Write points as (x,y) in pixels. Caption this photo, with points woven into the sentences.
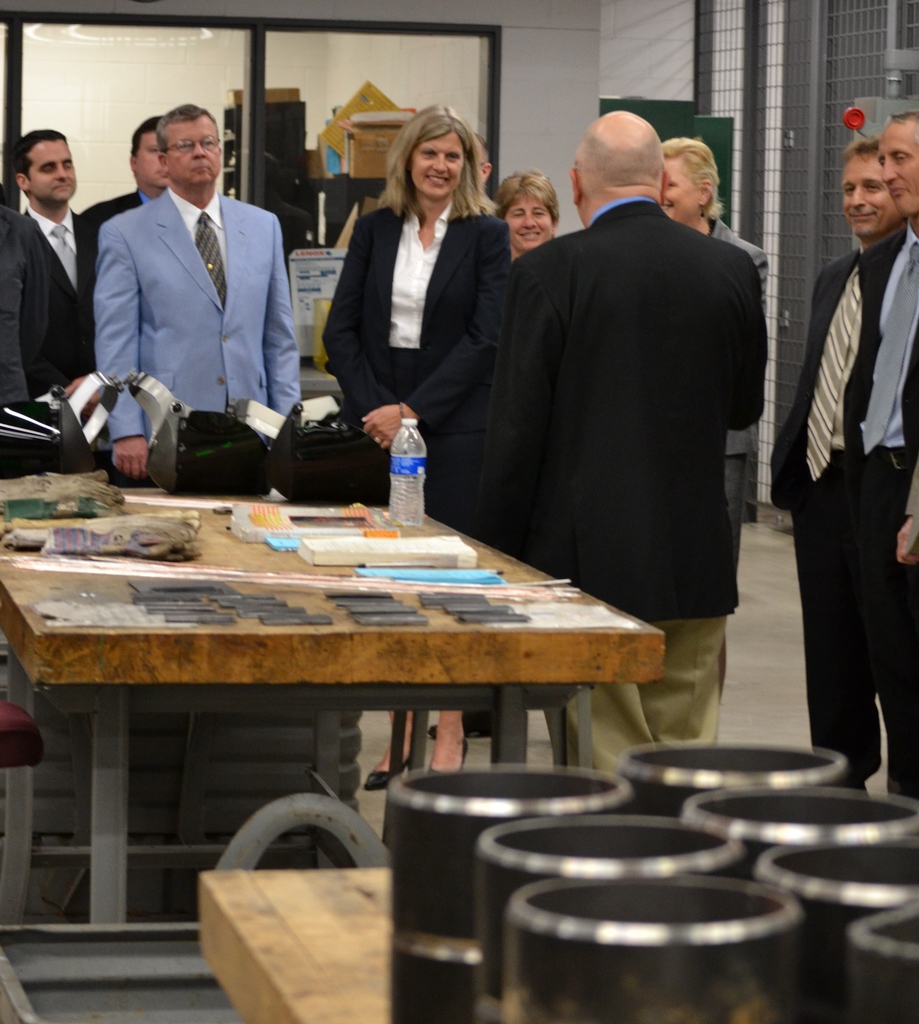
In this image I can see number of people (898,790) are standing, I can also see smile on few faces (868,206). Here on this table (339,615) I can see few machines (282,466) and a water bottle (401,513).
